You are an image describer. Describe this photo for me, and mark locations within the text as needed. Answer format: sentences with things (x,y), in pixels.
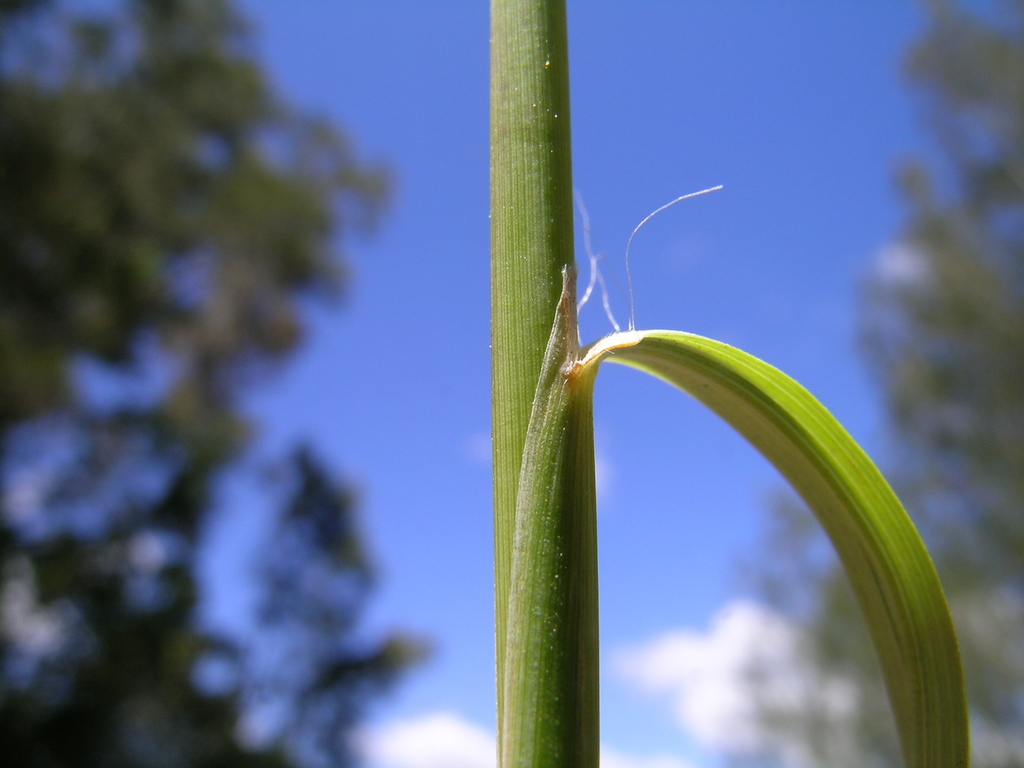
In the center of the image (542,301), we can see a stem (556,262) and there is a leaf (815,483). In the background (738,240), there are trees (231,352) and there is sky (746,151).
